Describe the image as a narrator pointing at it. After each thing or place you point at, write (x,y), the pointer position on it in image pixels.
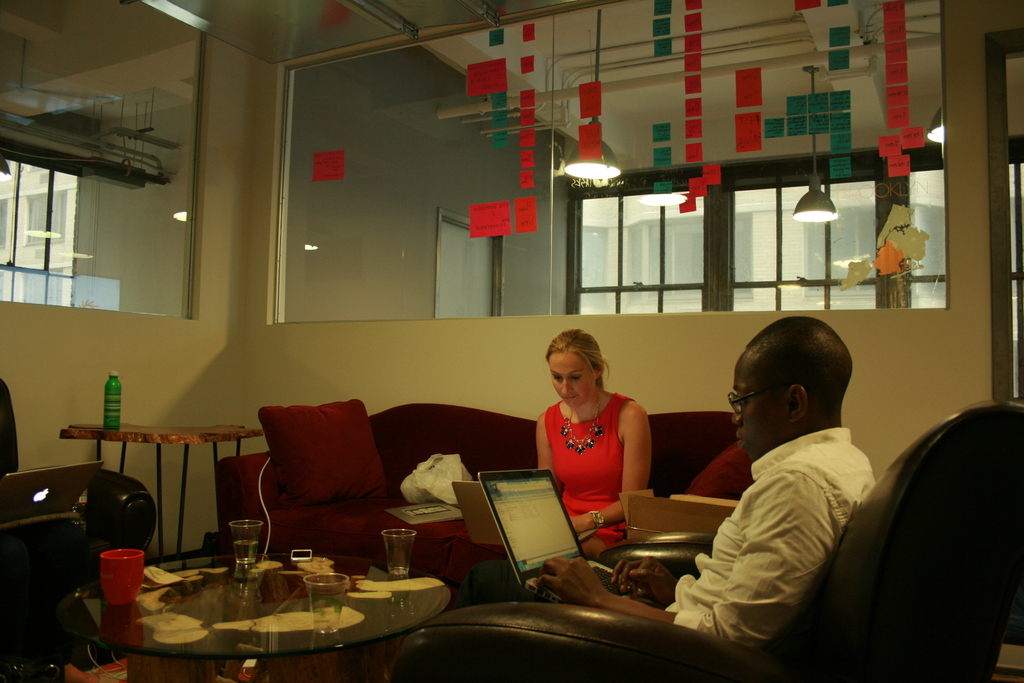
Two people (567,398) are sitting in adjacent sofas (681,444), a woman (633,428) and a man (747,480). The man (747,480) is in white shirt (720,588) and the woman (589,470) is in red, They both working with their laptops (558,525). There is a table (218,562) with three glasses (398,555) and a coffee cup (108,562). There is also a mobile phone (298,556) on it. There is a table (187,447) beside sofa (662,438). with a green colored bottle (116,413) on it. The room (130,415) has two mirrors (149,314) on adjacent walls (178,353) through which the lights (819,196) chained to the roof (785,57) are visible.
